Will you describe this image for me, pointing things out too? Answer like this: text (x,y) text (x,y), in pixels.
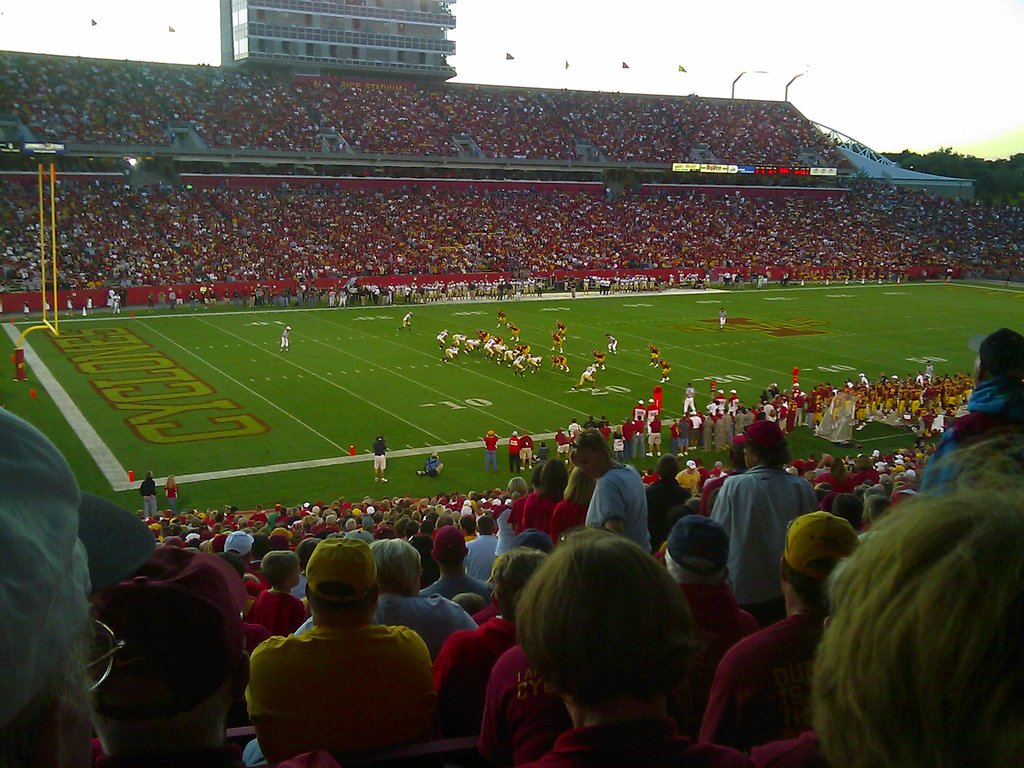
In the picture I can see few persons (737,391) standing on a greenery ground (653,380) and there are many audience (559,226) on either sides of them and there is a building (314,21), few flags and trees (938,165) in the background (916,165).
